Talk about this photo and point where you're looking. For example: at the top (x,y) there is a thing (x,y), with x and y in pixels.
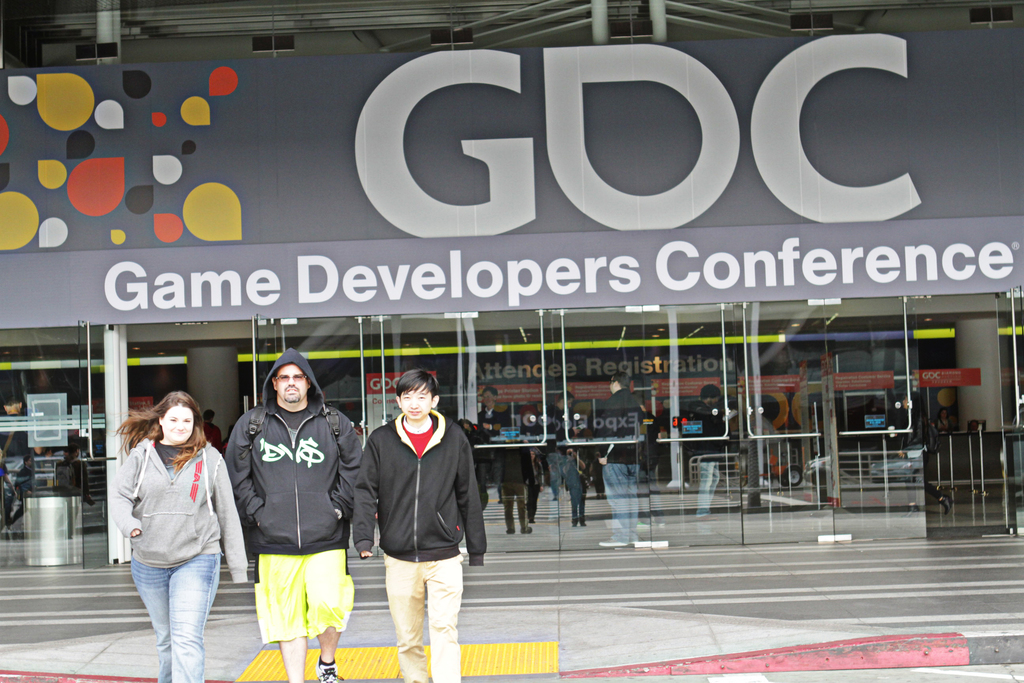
This picture shows a building (595,17) and we see few people (193,507) walking and a man (324,418) wore sunglasses (293,380) on his face (283,389) and we see a name board (626,79) to the building (15,32) and couple of men (403,454) wore jackets (280,456).
